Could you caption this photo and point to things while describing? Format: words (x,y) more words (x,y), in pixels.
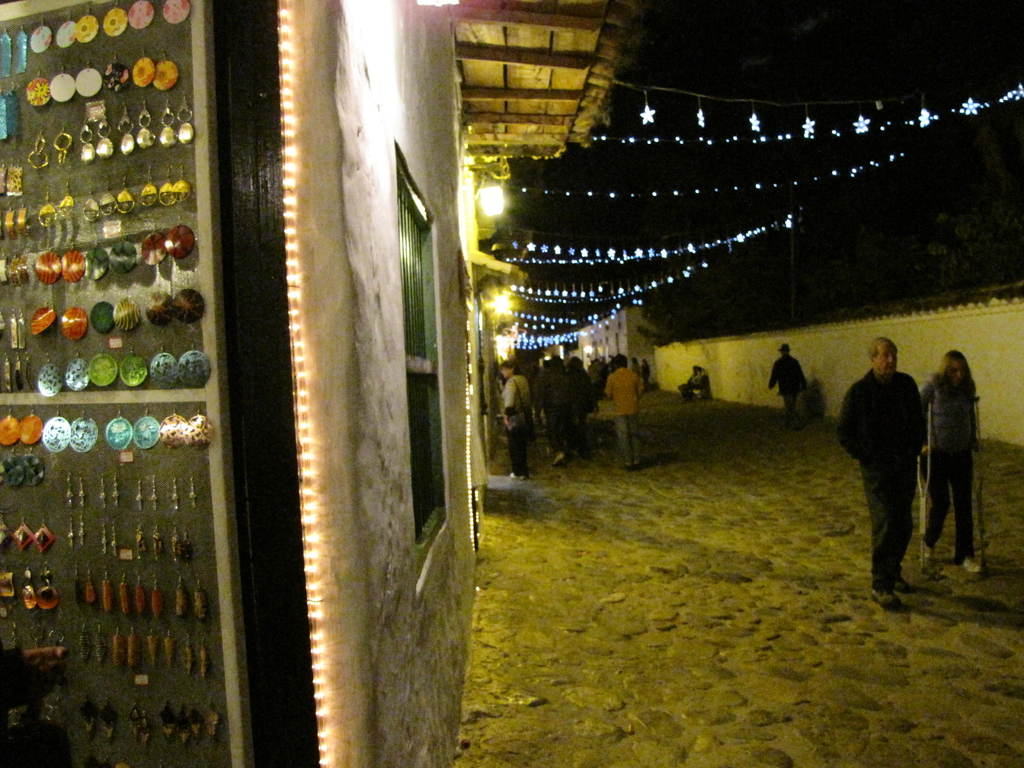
In the image I can see people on the ground (782,485). In the background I can see string lights (545,308), lights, houses (478,298) and wall fence (854,371). On the left side of the image (88,442) I can see some objects (174,367) attached to the board (170,342).
